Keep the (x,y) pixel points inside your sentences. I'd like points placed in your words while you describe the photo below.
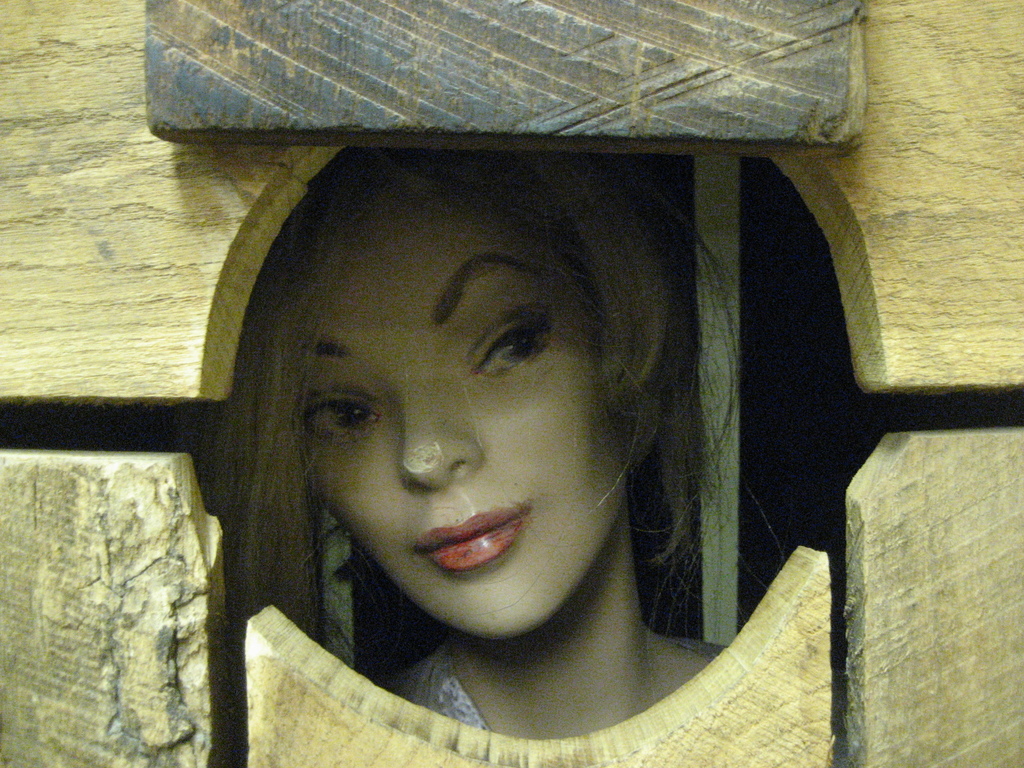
In the image we can see a female toy (464,521) and this is a wooden cage (120,648).
